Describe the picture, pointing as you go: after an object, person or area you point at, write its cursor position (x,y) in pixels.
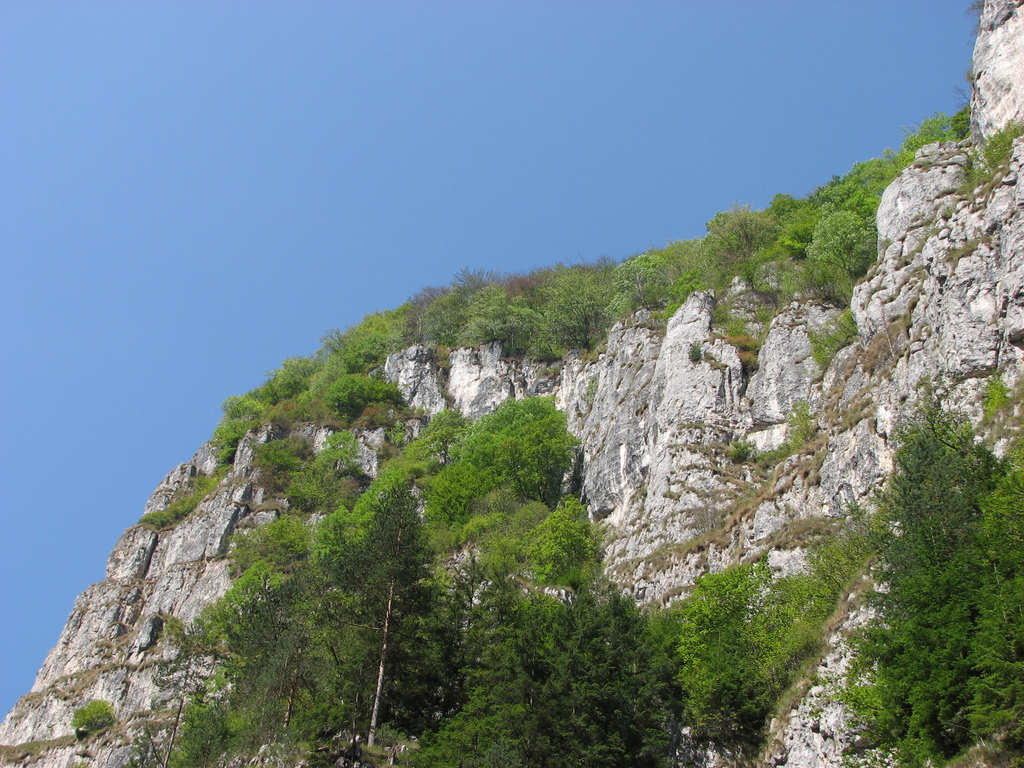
In the center of the image (390,508) there are trees (636,621). In the background (464,391) there is a hill (585,418) and sky (394,67).
